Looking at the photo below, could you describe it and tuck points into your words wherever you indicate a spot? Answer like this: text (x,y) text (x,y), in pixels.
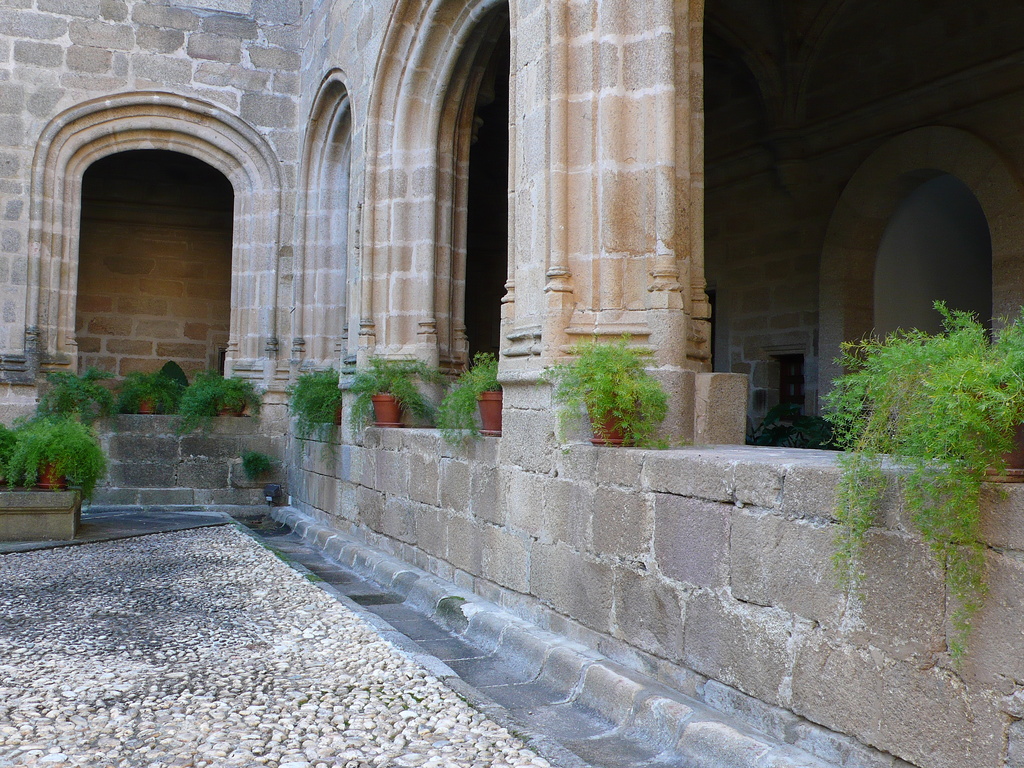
In the picture we can see a part of the building wall (916,683) with pillars (699,169) and near it we can see some house plants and near the wall (905,667) we can see a path (311,707).
